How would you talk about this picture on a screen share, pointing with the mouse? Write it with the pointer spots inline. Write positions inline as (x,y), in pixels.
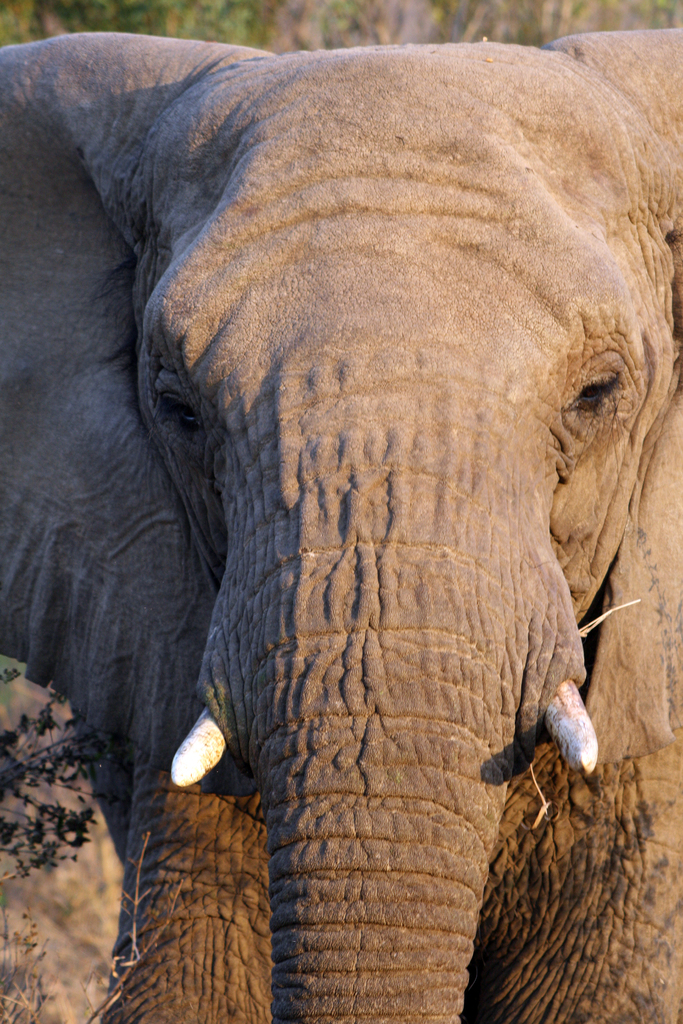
In this image I can see an elephant (287,663) which is in brown color. In the back (51,736) there are many trees (51,736).
